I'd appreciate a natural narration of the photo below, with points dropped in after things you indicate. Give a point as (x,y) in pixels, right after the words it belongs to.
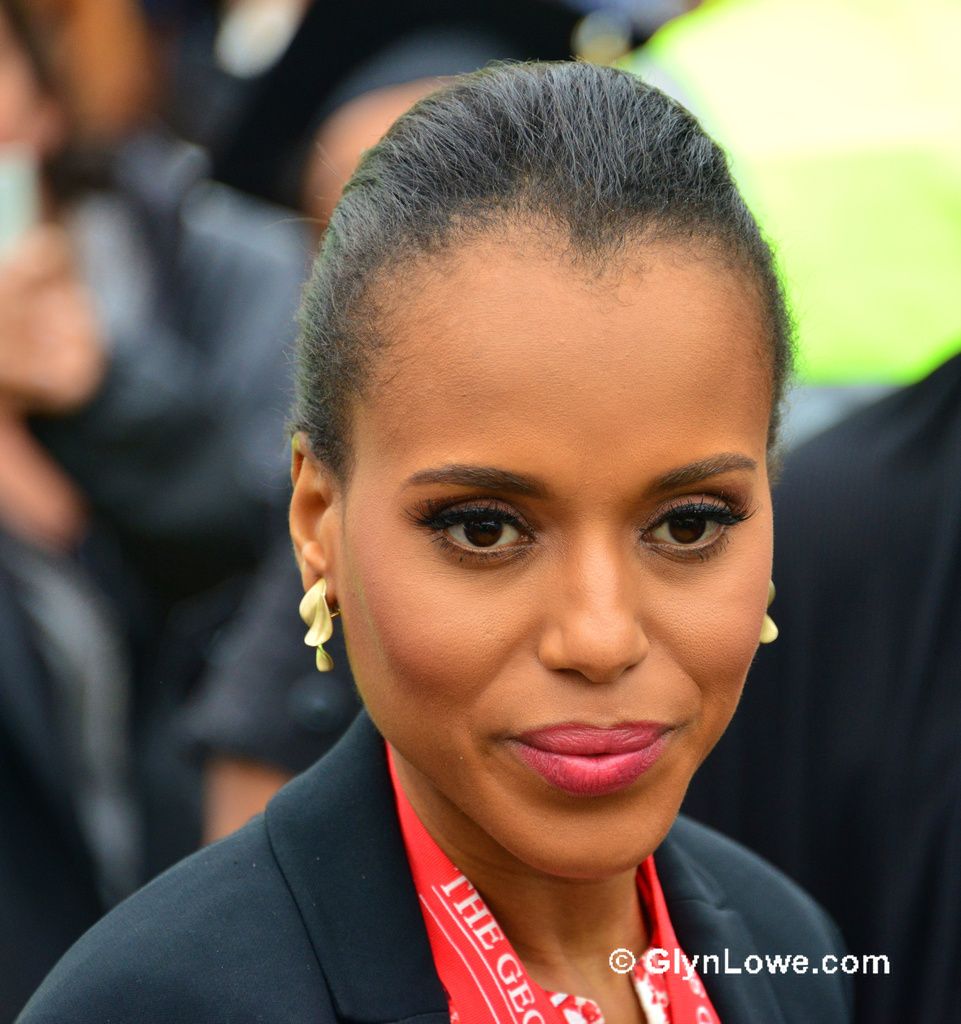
The picture is taken from some website there is a woman (455,754) she is wearing a blazer (306,985) and there are gold color earrings (306,618) to her ears (333,586) and the background of the woman (710,390) is blur.
